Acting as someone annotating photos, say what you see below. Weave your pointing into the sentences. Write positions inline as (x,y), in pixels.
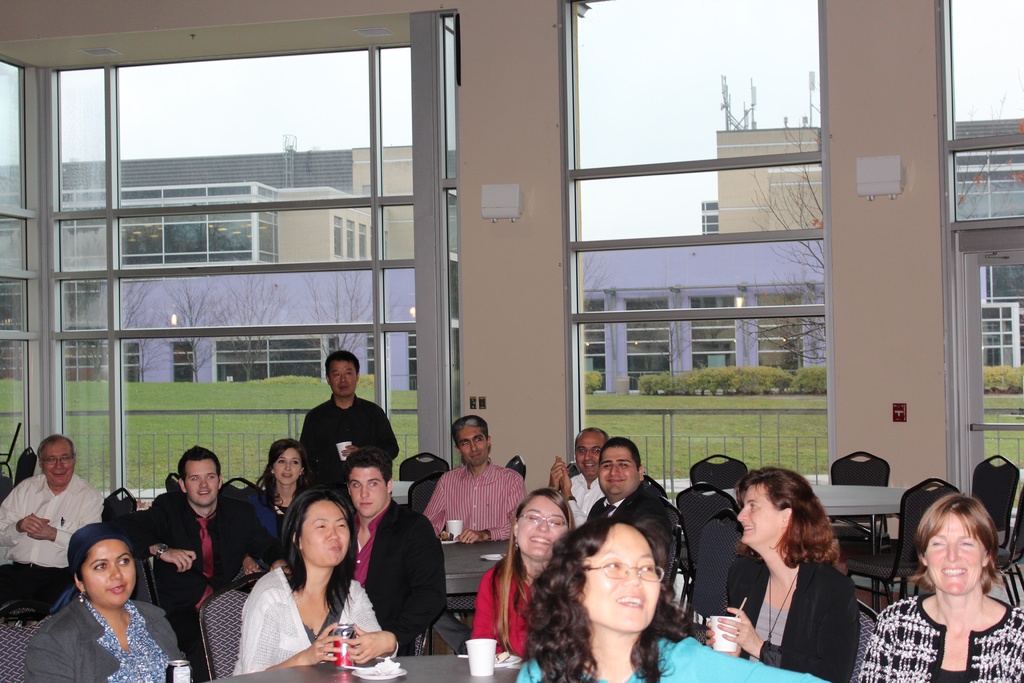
In this picture we can see a few people (503,627) sitting on the chair (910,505). There are some objects (377,672) visible on the tables (879,525). We can see a person (340,439) holding a cup (346,449) and standing. There are glass objects (244,418). Through these glass objects (164,442), we can see some fencing (229,412), grass (106,432), plants (652,381), trees (812,189), buildings (178,370) and other objects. We can see the sky (695,47).
